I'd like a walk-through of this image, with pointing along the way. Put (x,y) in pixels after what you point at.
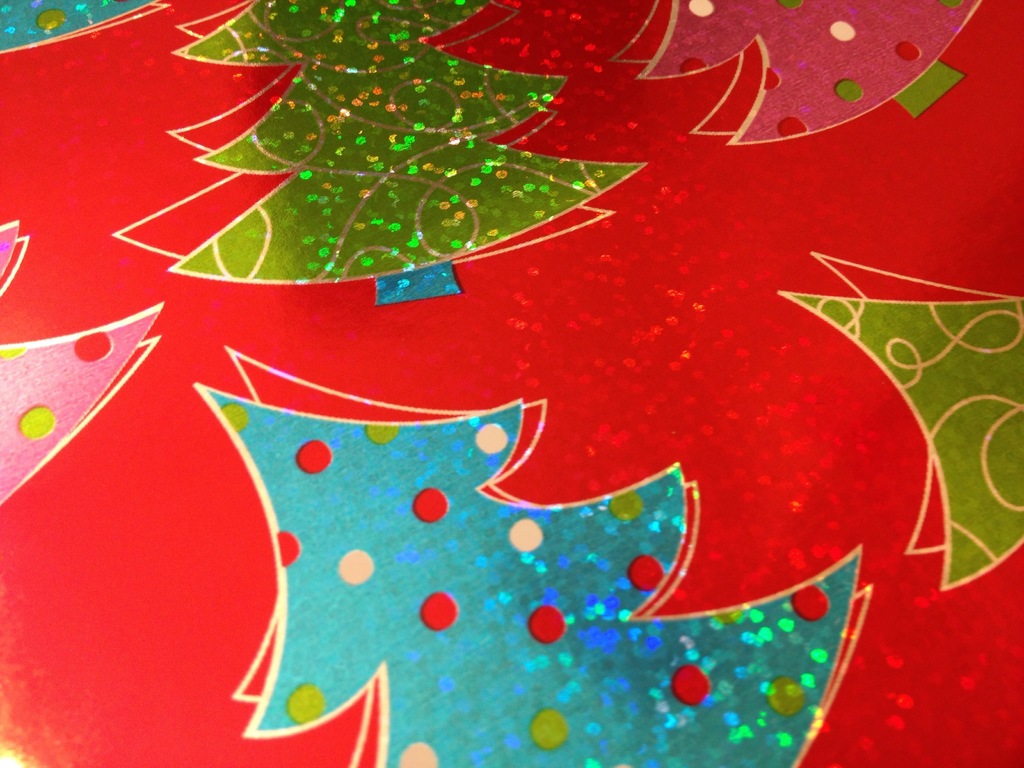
In this image there are glittering Christmas trees (399,206) on the card (273,373).
